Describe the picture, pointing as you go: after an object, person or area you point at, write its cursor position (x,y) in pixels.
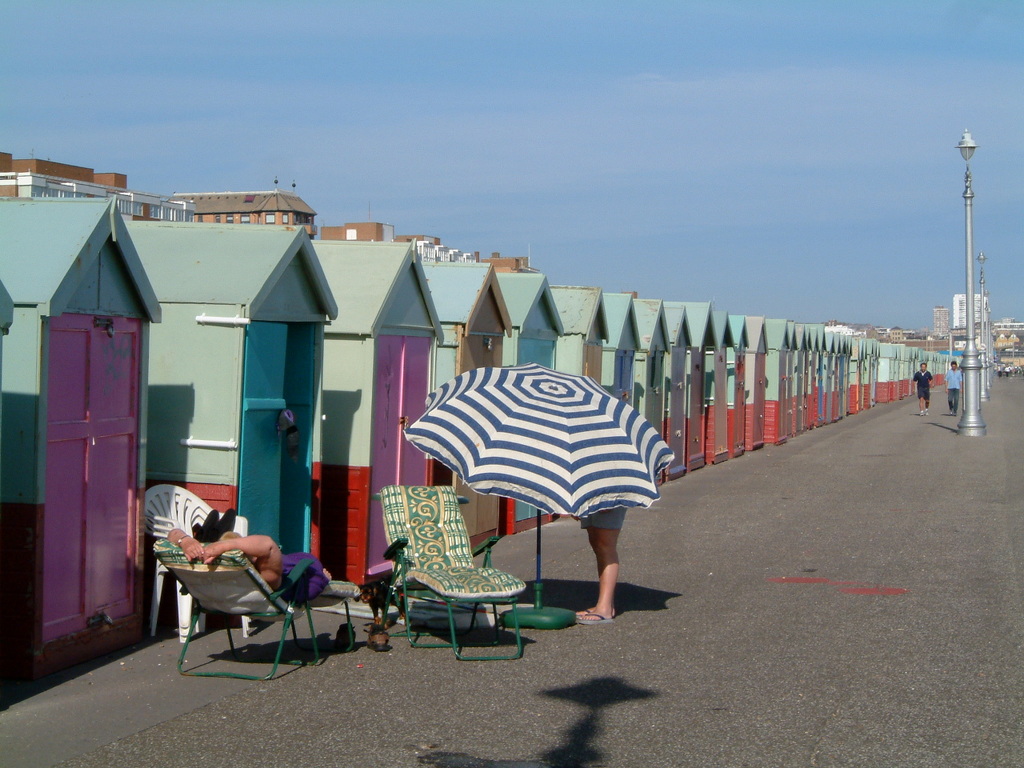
In this image we can see sheds (305,279), buildings (211,205), person (263,562) sitting on the chair (274,607), persons (610,517) standing on the floor (712,620) and one of them is behind an umbrella (607,466), street poles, street lights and sky (431,126) with clouds (701,183).
